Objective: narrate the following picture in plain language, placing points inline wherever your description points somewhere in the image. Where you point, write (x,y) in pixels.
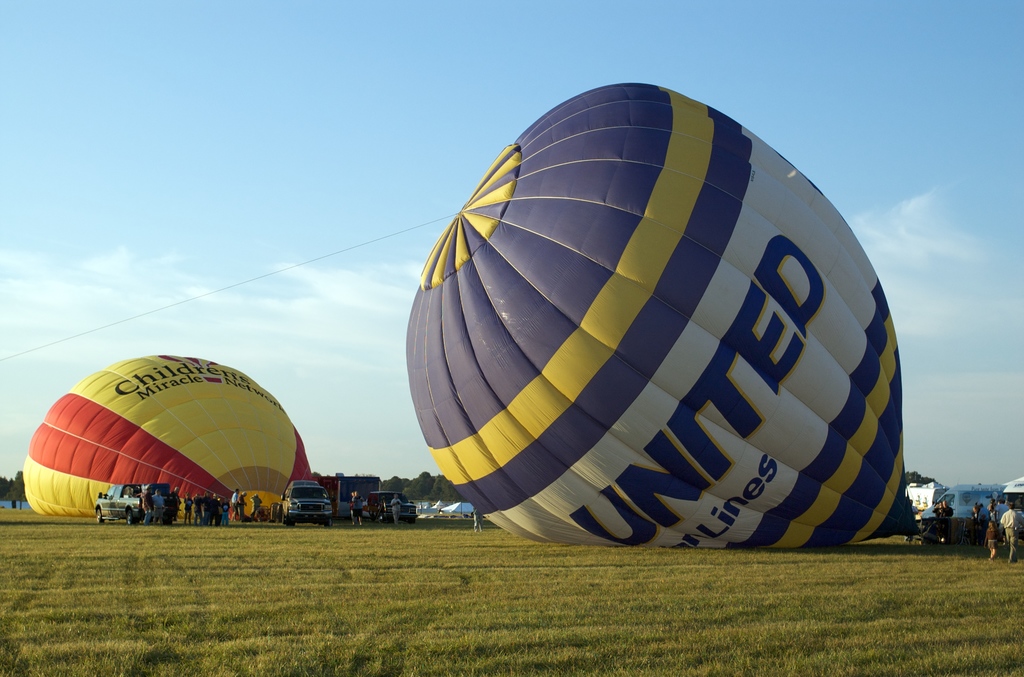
In this picture we can see grass (510,638) at the bottom (509,638), there are some people (1011,513), vehicles (166,501) and two hot air balloons (496,446) in the middle (577,446), in the background (408,485) there are trees (426,484), we can see the sky (442,86) at the top of the picture (464,86).
